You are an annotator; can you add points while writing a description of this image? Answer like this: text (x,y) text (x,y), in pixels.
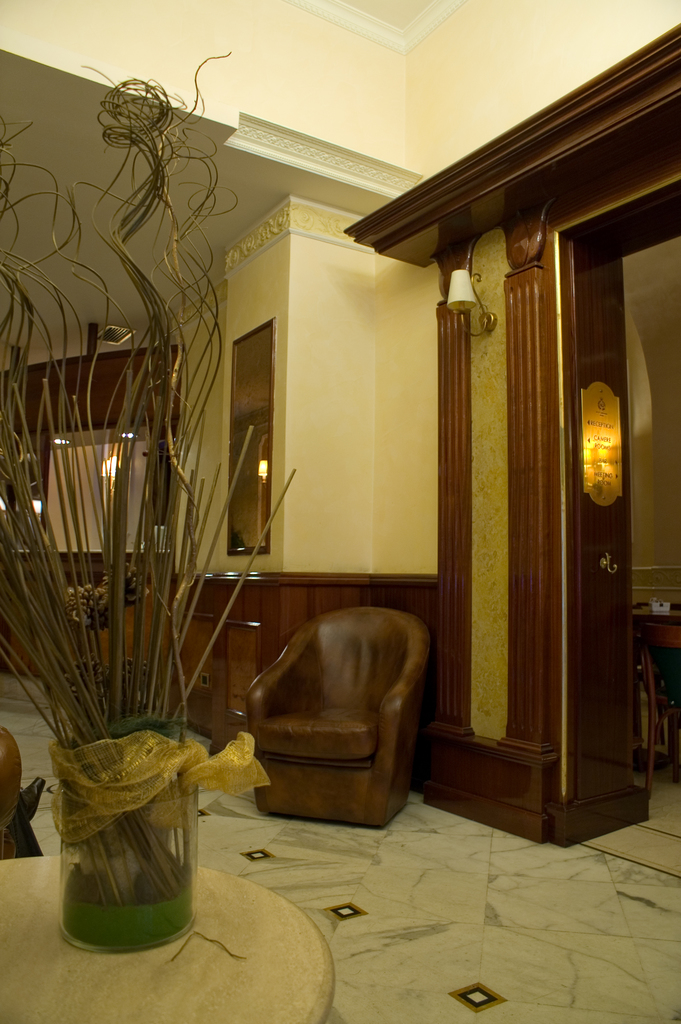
In this image there is a table (205,952), on that table (239,948) there is flower vase (158,908), in the background (339,712) there is a chair (345,724) and a wall (195,394) for that wall (474,257) there is a window (160,500) and lights (492,320) at the top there is a ceiling (386,35).
